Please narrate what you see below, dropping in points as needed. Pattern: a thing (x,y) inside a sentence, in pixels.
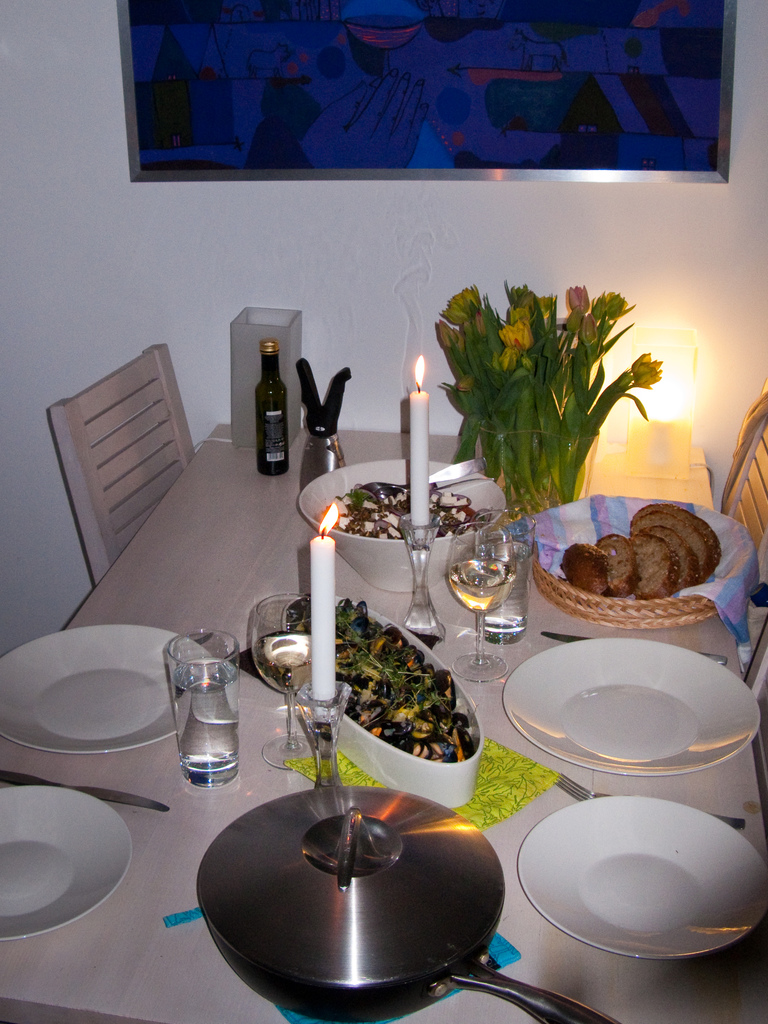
In this picture I can see the table (291,575) in front (660,710) on which there are plates (147,698), candles (326,595), glasses (223,687), flowers (586,300), a bottle (267,395), lights (295,347) and I see the bowls (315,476) and a basket (544,578) on which there is food (374,637). In the background (173,288) I see the wall (74,125) and I see the frame (376,84) which is of blue and black color.
